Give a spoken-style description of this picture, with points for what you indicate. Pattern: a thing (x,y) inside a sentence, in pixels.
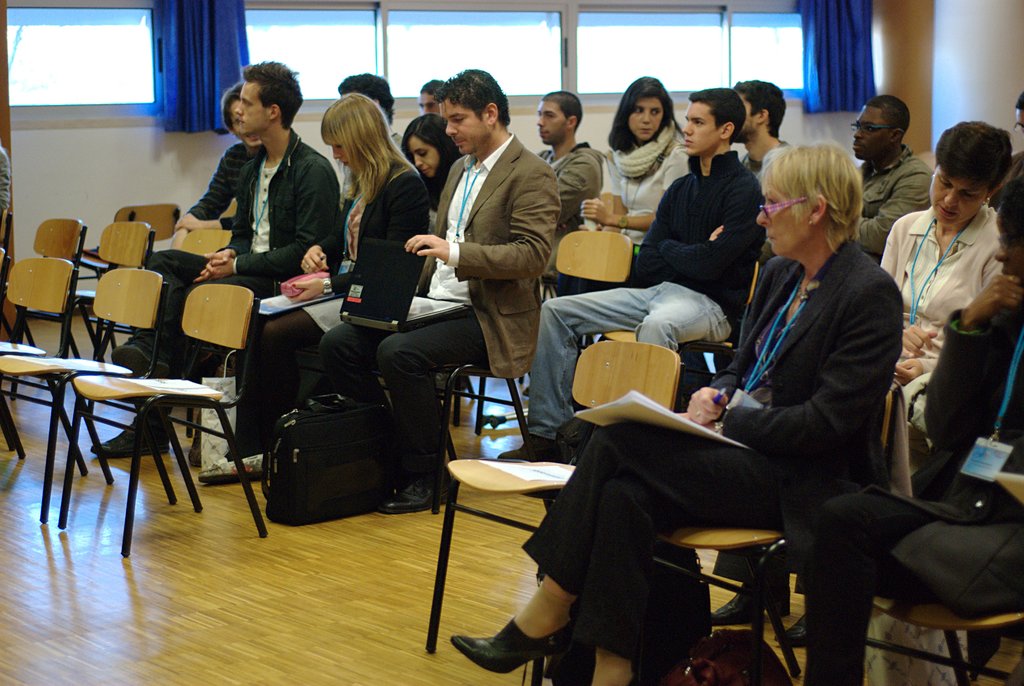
Here we can see few persons (710,273) sitting on chairs (735,543) wearing id cards (782,305). This is a floor (269,587). this is a bag (334,445). This man (388,332) is holding a laptop (402,263). this woman (686,435) is holding a pen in her hand (698,416). These are empty chairs (92,295). These are window (149,61), curtains (208,45).
